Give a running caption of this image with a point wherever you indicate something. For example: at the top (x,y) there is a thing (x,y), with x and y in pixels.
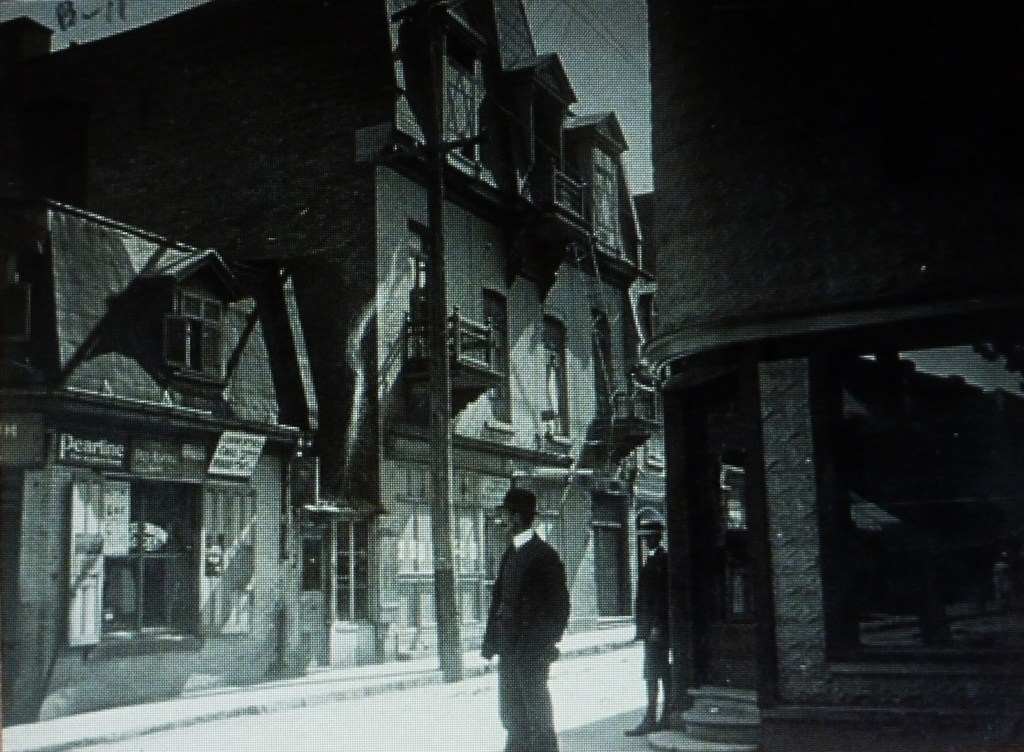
In this image, there is a person (644,592) in between buildings (510,319). There is an another person (509,604) at the bottom of the image (509,618) standing and wearing clothes (525,722). There is a pole (436,345) in the middle of the image (440,482).
